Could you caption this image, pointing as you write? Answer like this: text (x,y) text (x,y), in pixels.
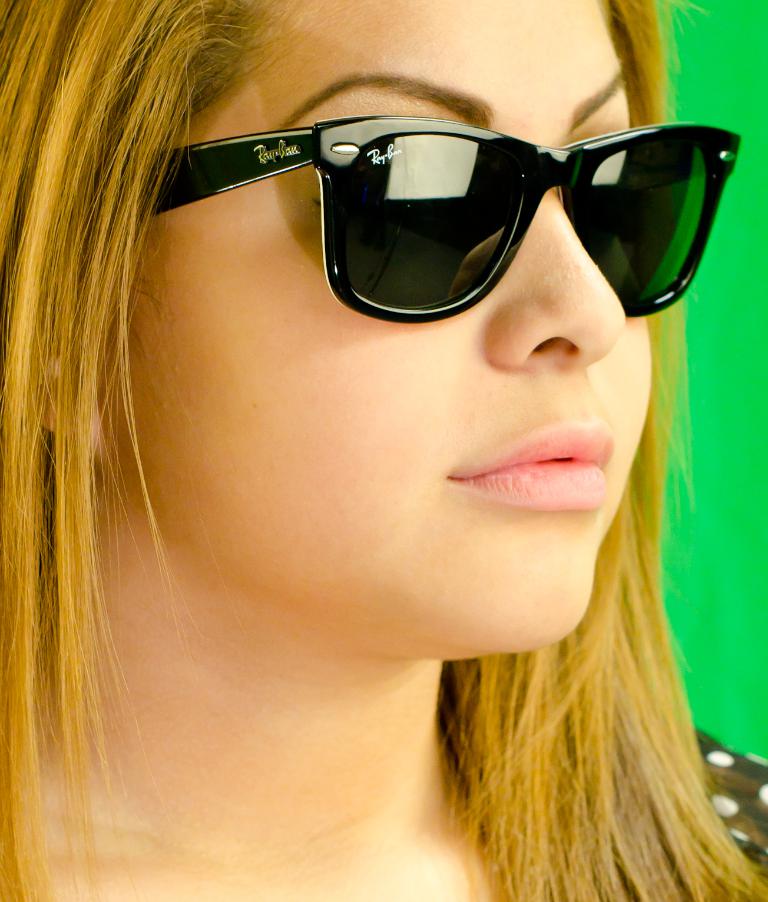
In this image we can see a woman (453,472) wearing goggles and in the background (699,402), we can see the wall (702,77).
